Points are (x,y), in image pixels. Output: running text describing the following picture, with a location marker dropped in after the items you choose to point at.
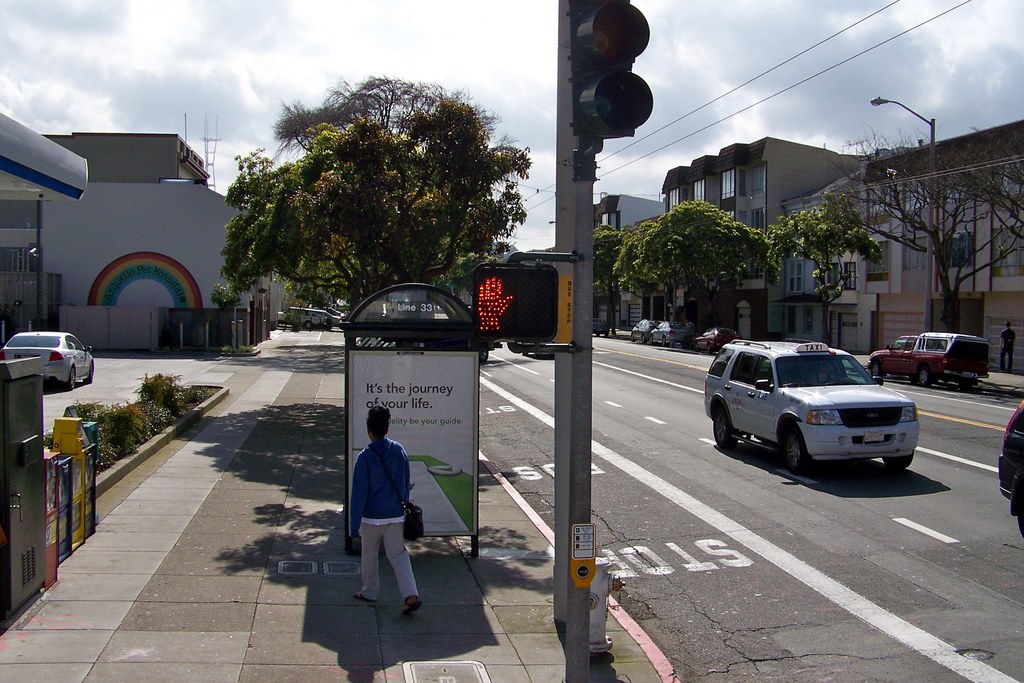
In this image, at the bottom (391,519) there is a person (399,536), walking. In the middle (611,322) there are cars (1001,471), traffic signals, trees (645,278), buildings (54,204), cables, posters (468,383), board (398,412), text (419,408), plants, road (972,566), people (1010,344), street lights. At the top (708,98) there are clouds (444,51) and sky (338,60).
